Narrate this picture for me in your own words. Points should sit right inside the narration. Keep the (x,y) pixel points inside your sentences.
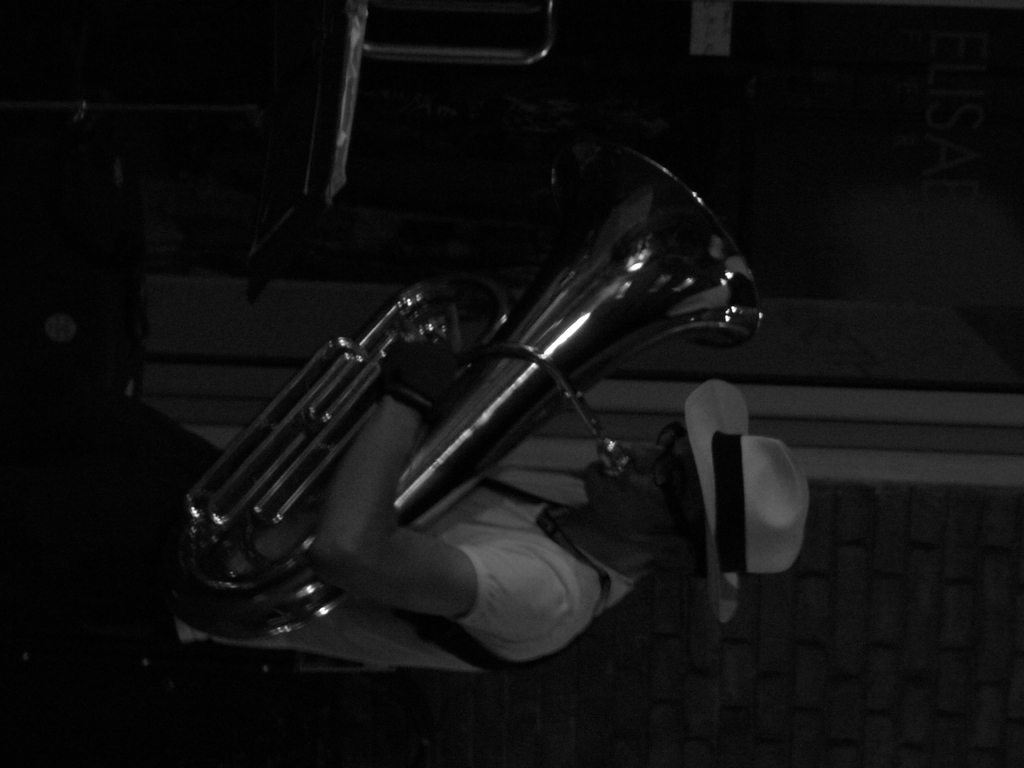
In this image we can see a man (558,570) playing musical instrument (530,392).
